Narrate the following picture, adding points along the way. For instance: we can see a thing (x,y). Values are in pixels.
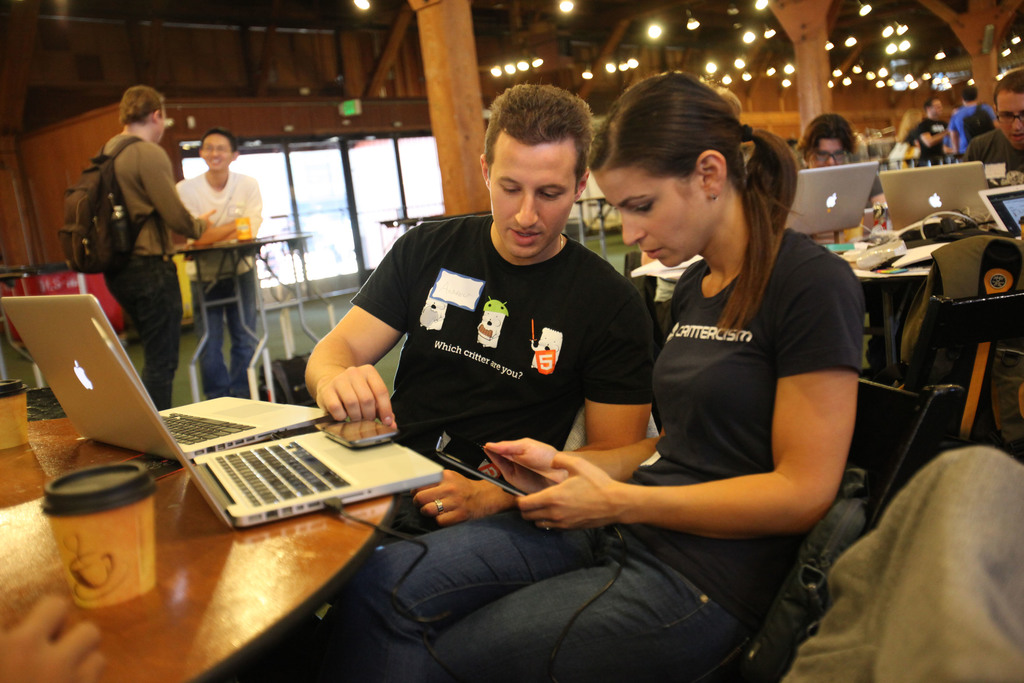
In the image there is a man (515,341) and woman (829,440) in black dress (754,361) sitting in front of table (136,453) with laptops (117,383), cups (112,545) on it, the woman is holding a tablet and in the back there are many people (901,145) sitting around table (870,268) with laptops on it, on the left side (191,230) there are two men (225,206) standing around table (236,248) and there are lights (518,65) over the ceiling (735,17), over the background (315,183) there is glass wall (321,219).
